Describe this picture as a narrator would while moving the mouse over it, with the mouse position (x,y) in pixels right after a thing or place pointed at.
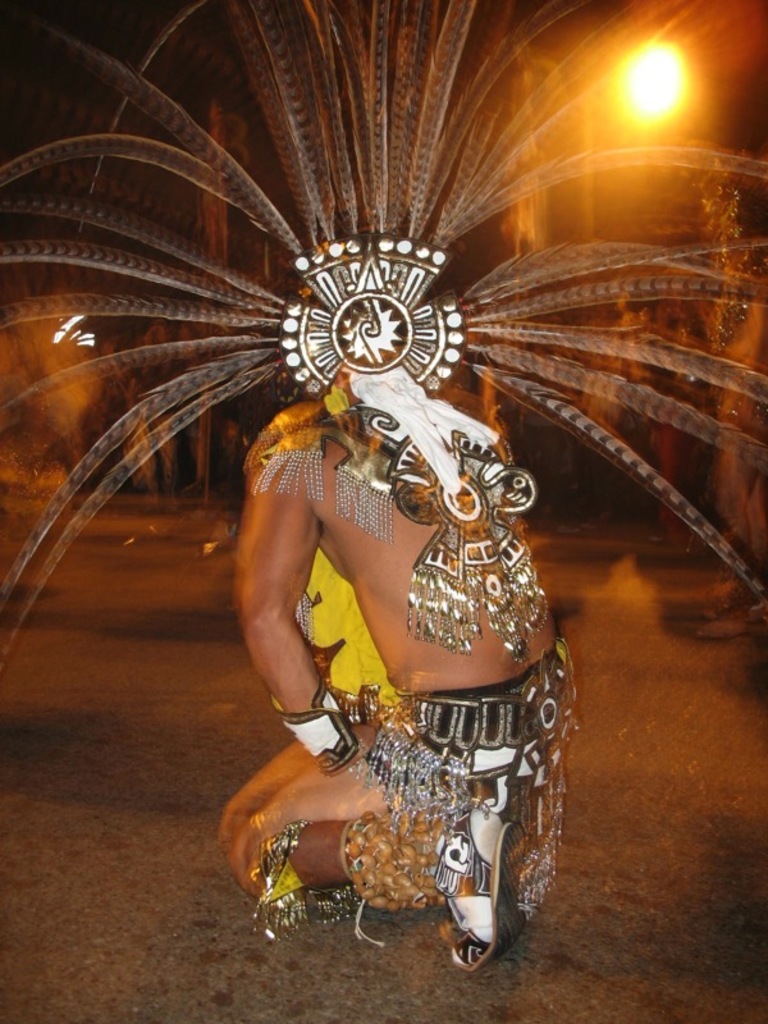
In this image we can see a person (422,900) sitting on the ground (225,867) and wearing a costume (432,572).
